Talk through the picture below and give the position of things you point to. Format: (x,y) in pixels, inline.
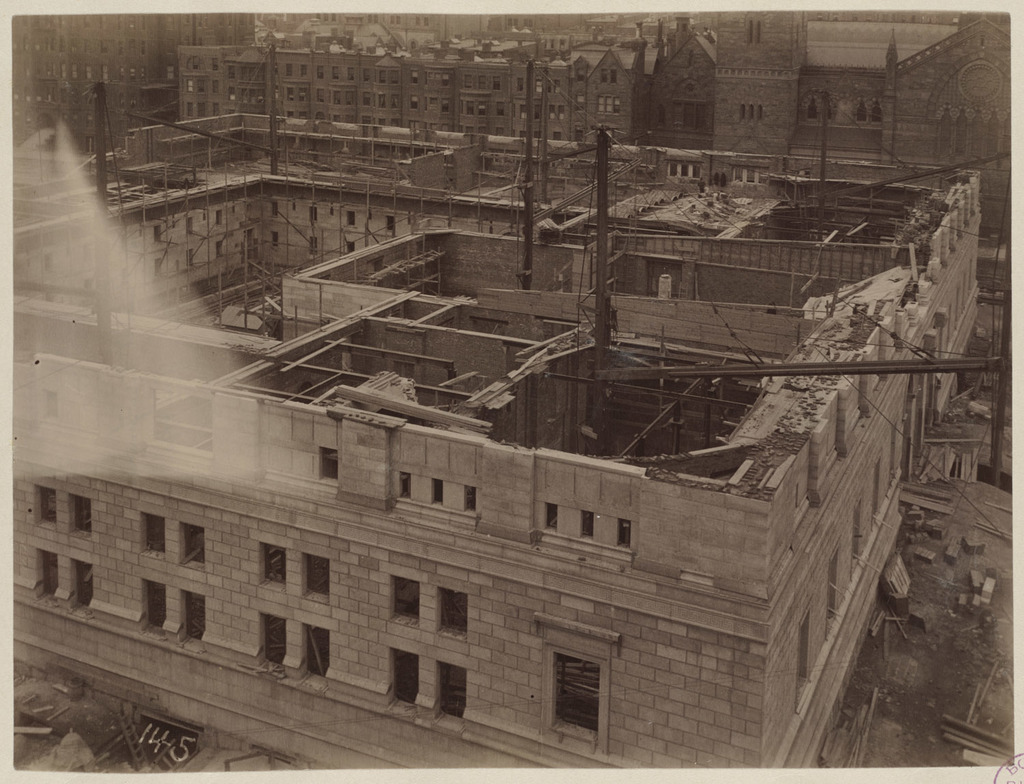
In this image we can see there are buildings (458,186) under construction and there are black color rods (605,169). At the bottom (963,546) we can see the stones (967,601).
